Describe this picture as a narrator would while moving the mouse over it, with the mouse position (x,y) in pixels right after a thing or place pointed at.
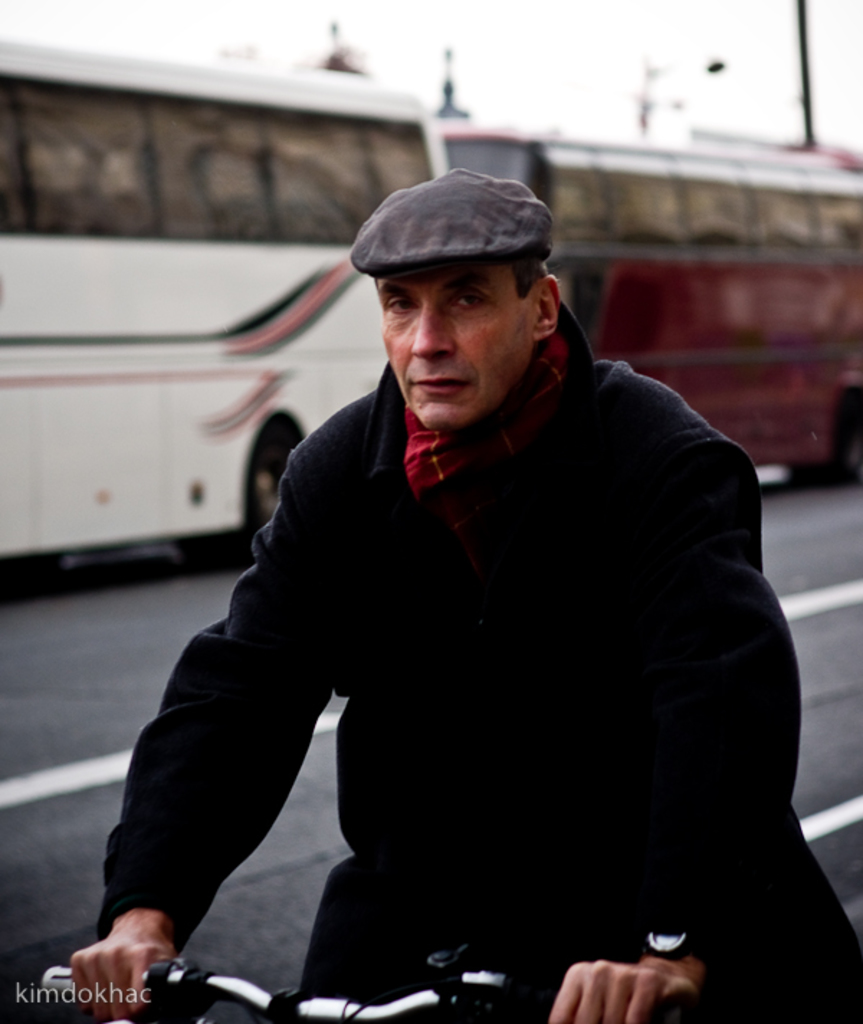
In the center of the picture (441,505) there is a person (524,540) in black jacket (433,675) on a cycle (436,988). In the background (730,219) there are buses (739,178) on the road (7,586).
